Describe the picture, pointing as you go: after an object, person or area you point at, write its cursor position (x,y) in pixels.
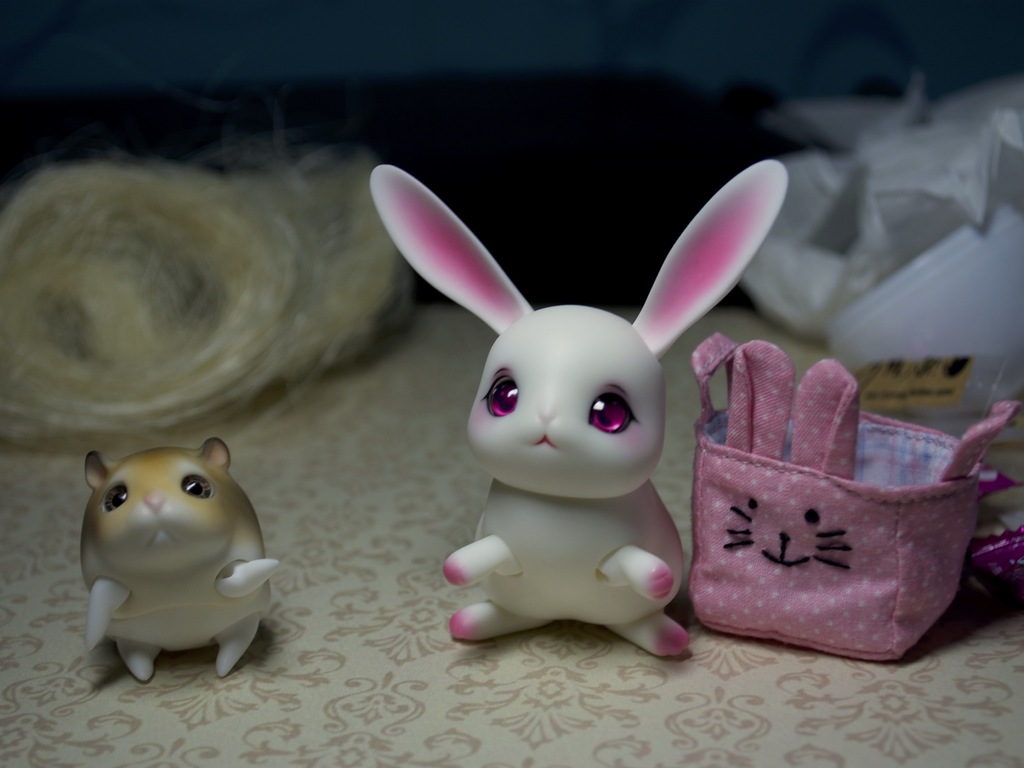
As we can see in the image there is a table (367,479). on table (393,400) there are toys (112,500), purse (822,472) and ropes (141,258).
